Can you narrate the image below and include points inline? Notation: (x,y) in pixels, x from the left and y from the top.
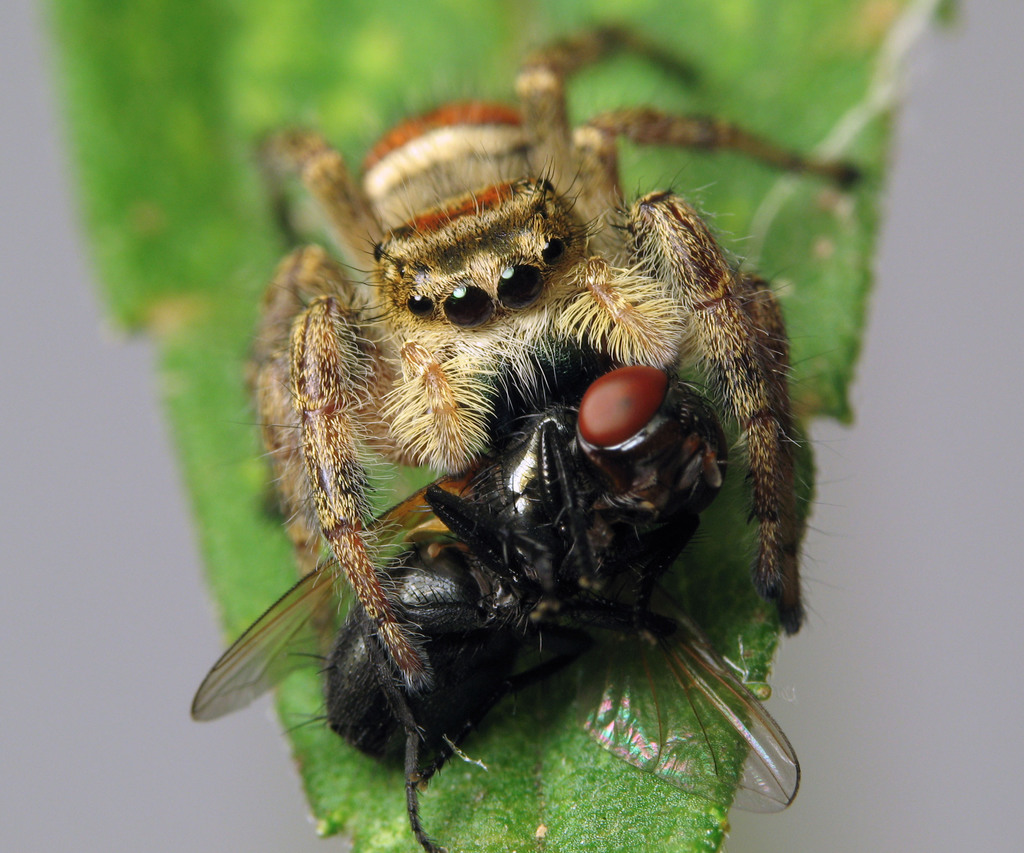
In the picture I can see a spider (492,271) and an insect (496,499) on the leaf (554,717). The background of the image is blurred.
